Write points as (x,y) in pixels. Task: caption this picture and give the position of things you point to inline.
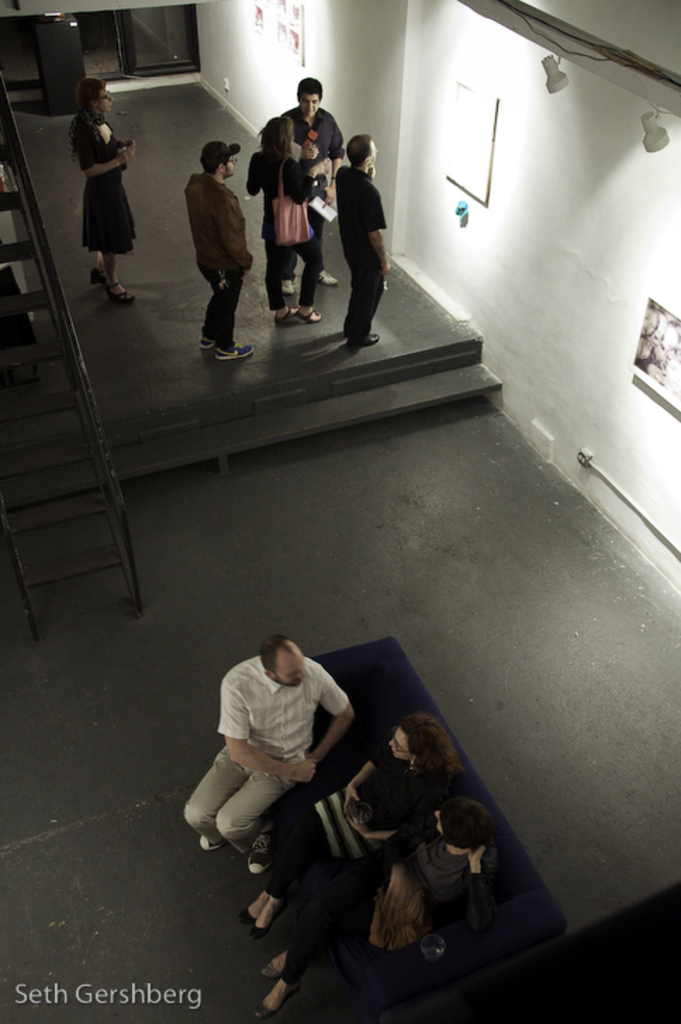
In this image, we can see some people (275,232) standing and there are some people (285,665) sitting on the couch (346,750), there is a white color wall (565,301) and there are some pictures (667,361) on the wall (372,59).
